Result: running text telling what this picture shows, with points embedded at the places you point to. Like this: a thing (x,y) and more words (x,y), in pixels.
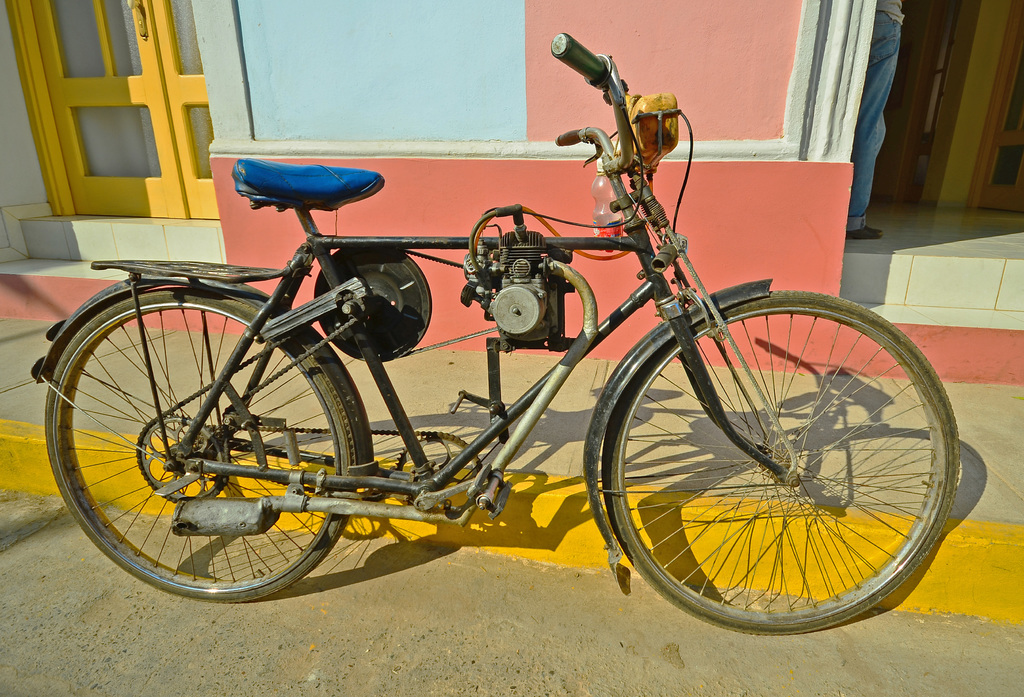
In the image we can see a bicycle (343,410) and there is a person (874,123) standing, wearing clothes (872,174) and shoes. We can see the floor (940,252), wall (412,138) and the door (191,104).
